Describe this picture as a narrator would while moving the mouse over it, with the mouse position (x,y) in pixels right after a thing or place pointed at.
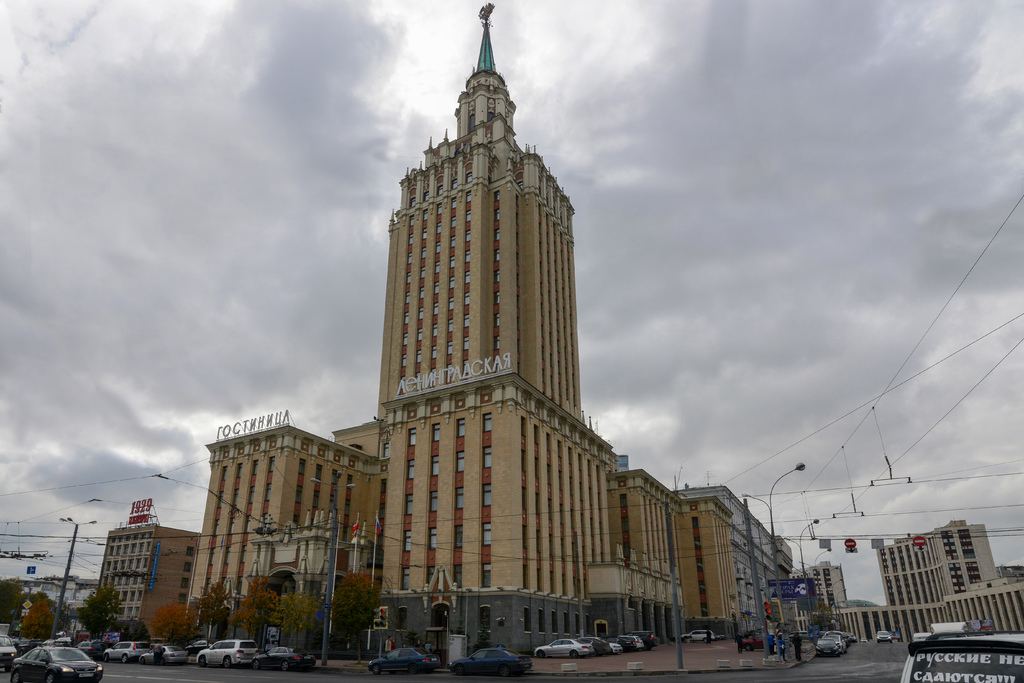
In this image, at the bottom (27,657) we can see many vehicles (36,639) on the road (886,668) and there are many poles (784,633) and in the middle (493,455) we can see many buildings (591,428) and in the background (612,408) we can see the clouds (718,149).
